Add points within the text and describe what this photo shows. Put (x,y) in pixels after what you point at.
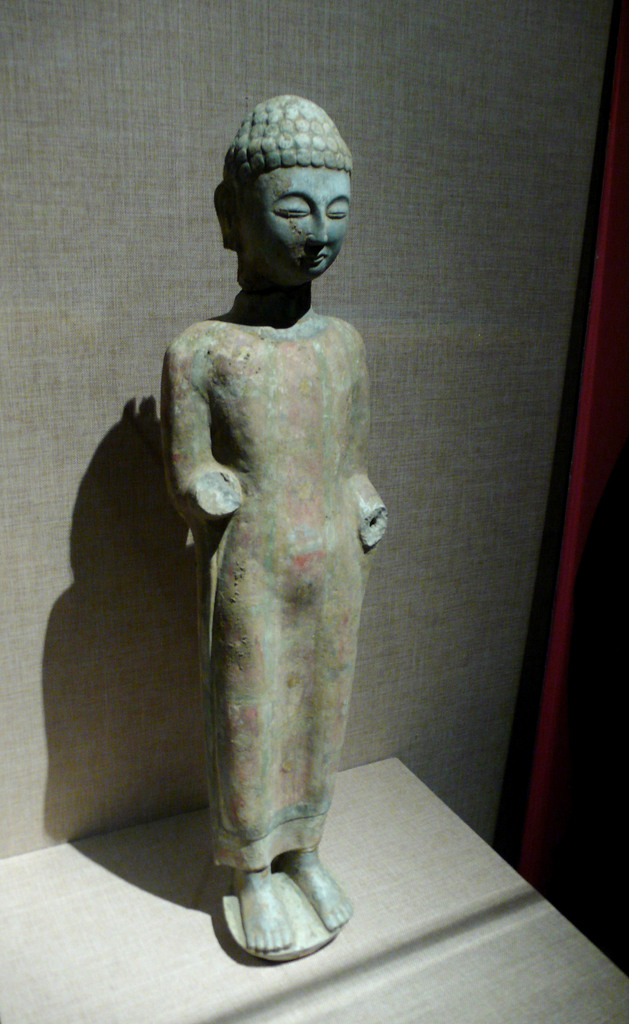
In this picture I can see a statue (211,387) on the cream color surface (150,863). In the background (154,390) I can see the wall (449,411).
